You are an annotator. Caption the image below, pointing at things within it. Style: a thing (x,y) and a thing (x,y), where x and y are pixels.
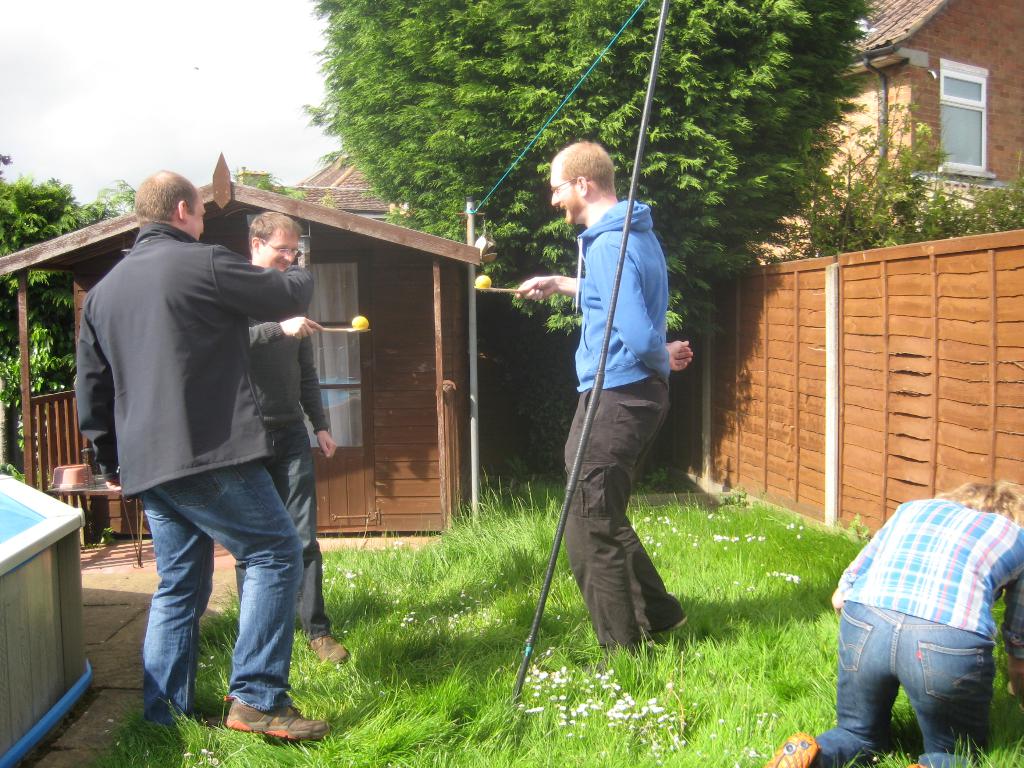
Land (476,682) is covered with grass (508,678). These two people (609,600) are holding objects (338,329) with ball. These are houses (459,282) with windows (343,360). In-between of these trees (795,205) there is a fence (870,354).
